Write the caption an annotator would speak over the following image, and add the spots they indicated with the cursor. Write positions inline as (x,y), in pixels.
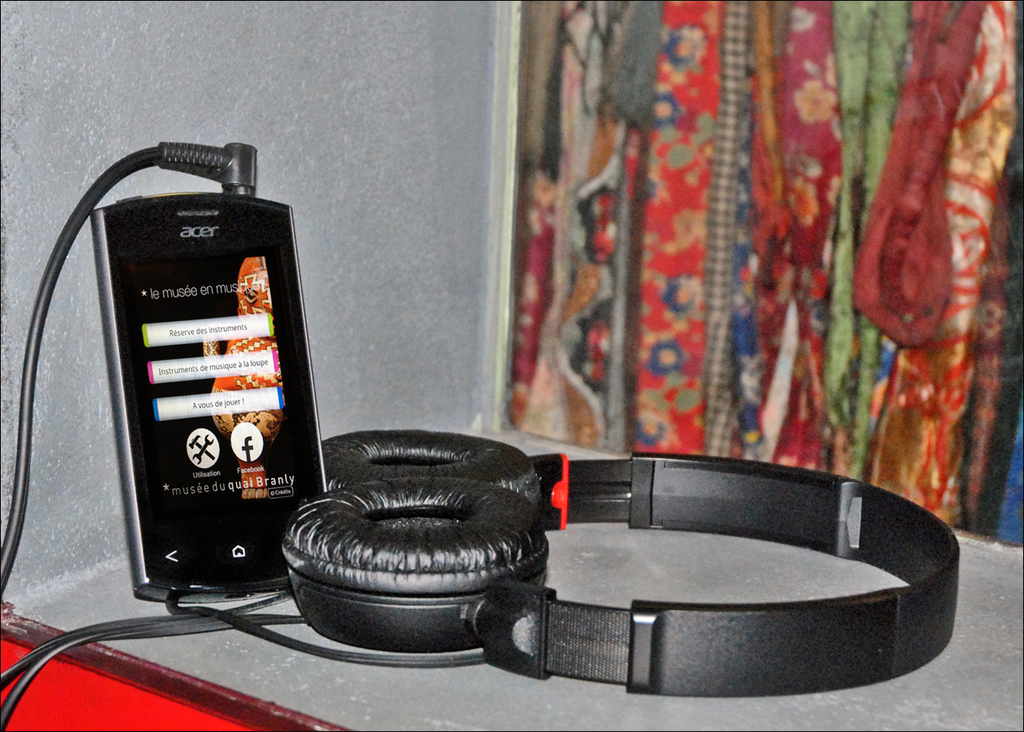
This image consists of a mobile (233,441) along with a headset (354,590) kept on the desk (126,572). On the right (731,213), it looks like a window (895,330). In the background (233,78), there is a wall (201,66).
